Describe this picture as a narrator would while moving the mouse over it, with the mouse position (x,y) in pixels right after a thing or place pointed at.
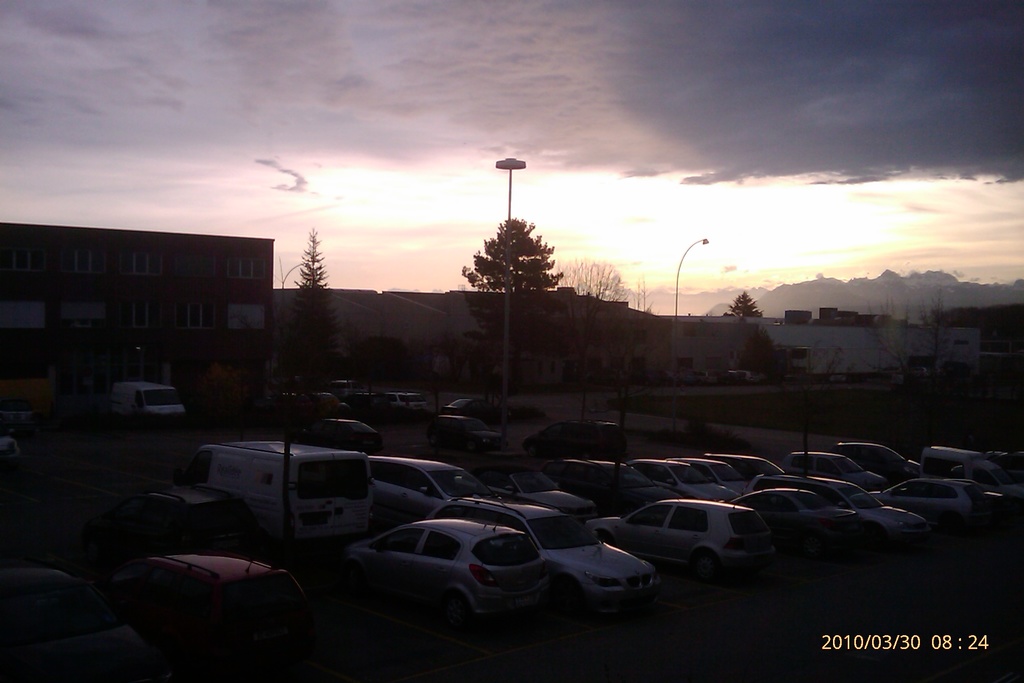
In this picture there are many cars (305,483) parked in the parking area (234,536). Behind there is a house (233,318) with windows (252,321) and some electric poles (508,290). On the top (531,128) there is a sunset sky (665,232).
